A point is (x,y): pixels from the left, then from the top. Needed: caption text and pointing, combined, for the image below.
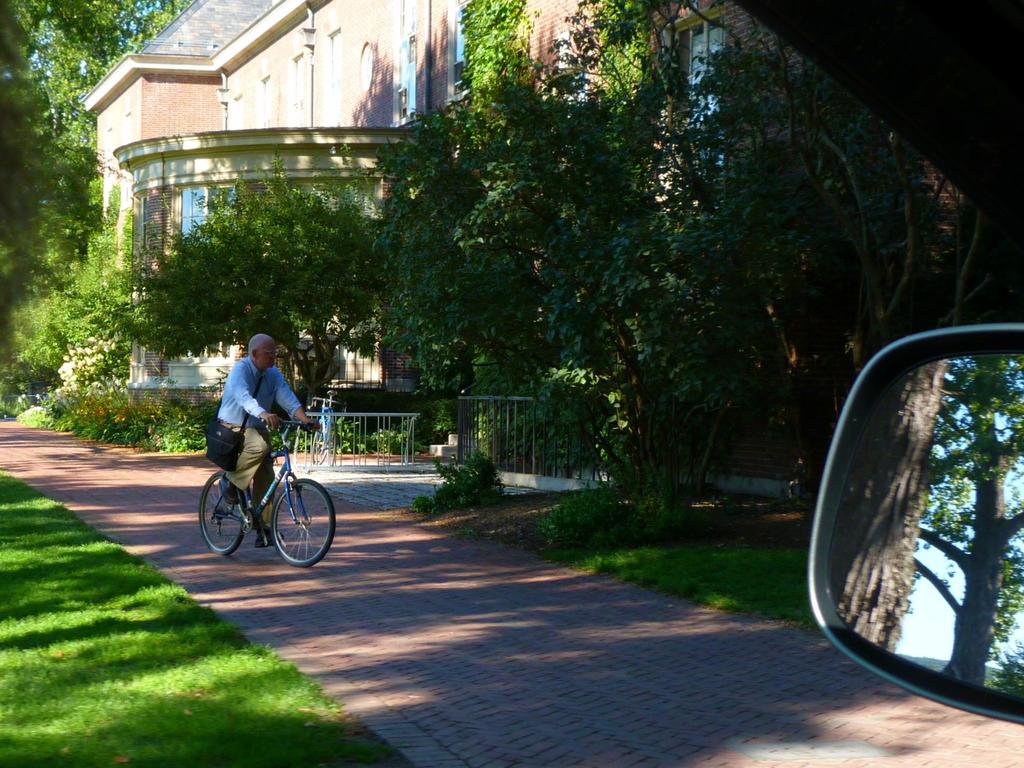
In this image we can see a person (222,396) wearing blue color shirt (266,386), cream color pant (261,453) also carrying messenger bag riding bicycle (214,481) through the walkway (179,543) there are some trees (225,328) on left (332,290) and right side of the image (712,453) and in the background of the image (116,111) there are some houses (284,114), on bottom right of the image (820,594) we can see side mirror (823,499) of a car (823,499).
